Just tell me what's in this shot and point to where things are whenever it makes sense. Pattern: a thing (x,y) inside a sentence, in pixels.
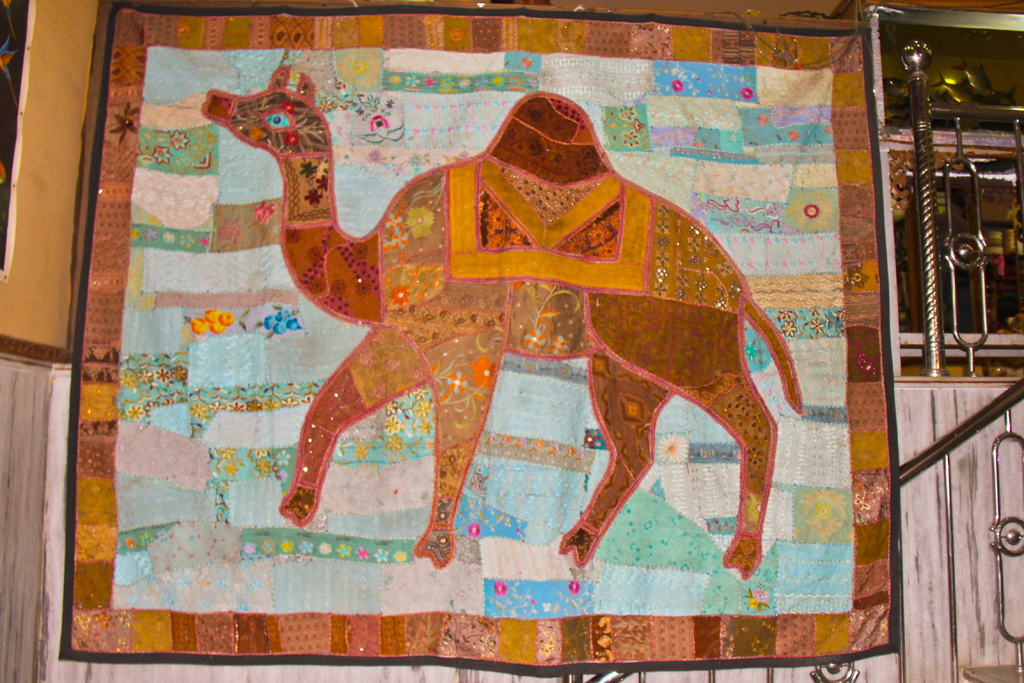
In this image we can see a banner (428,466), on the banner (392,399) we can see an animal (532,345), also we can see the railing (948,213), rods (948,213), wall (968,461) and the glass (952,198).
